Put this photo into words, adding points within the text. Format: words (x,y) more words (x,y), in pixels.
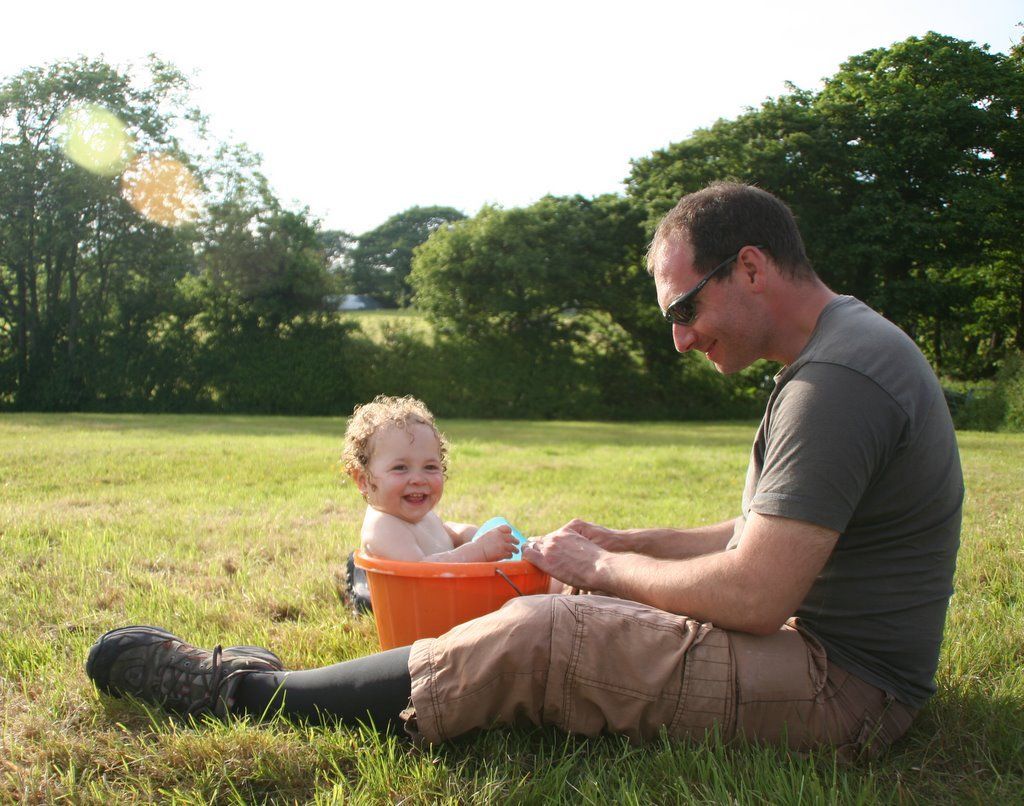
In this image on the right (743,583) there is a man (748,512) he is sitting he wear t shirt (761,455), trouser (474,696) and shades (689,299). In the middle (418,508) there is a child (452,550) inside the bucket (422,572). In the background (381,283) there are trees (302,285), grass (229,451) and sky (292,186).
